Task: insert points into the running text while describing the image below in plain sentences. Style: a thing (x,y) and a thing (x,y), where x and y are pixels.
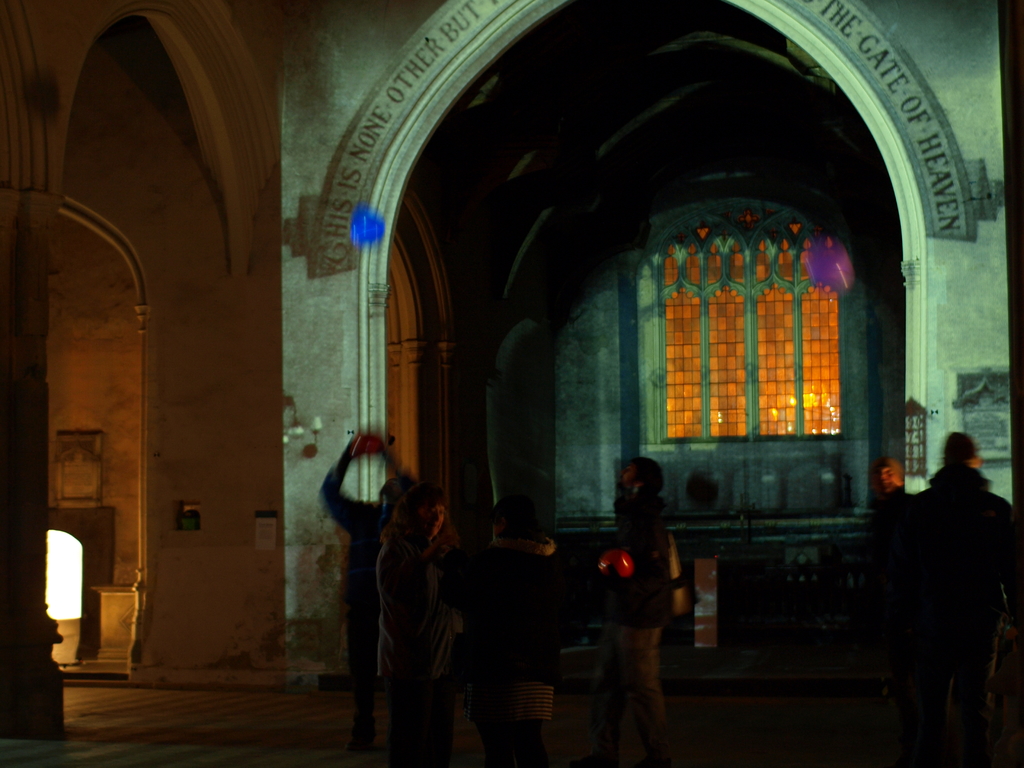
In this image I see the buildings (318,261) and I see few people (664,615) over here who are standing and I see the windows (728,354) over here and I see something is written over here and I see that it is dark over here.
